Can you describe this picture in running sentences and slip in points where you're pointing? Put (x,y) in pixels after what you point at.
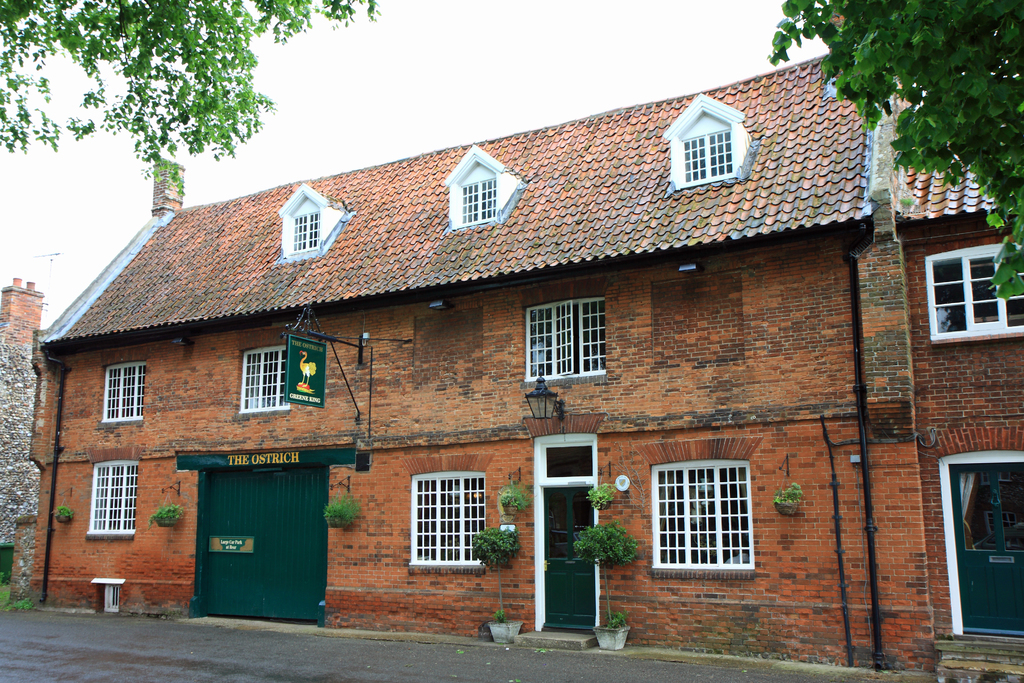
At the bottom of this image (202,655) I can see the road (259,650). Beside the road (230,650) there is a building (368,516). At the top of the image (420,84) I can see the sky (399,75) and also the leaves (860,46) of a tree (913,57).
